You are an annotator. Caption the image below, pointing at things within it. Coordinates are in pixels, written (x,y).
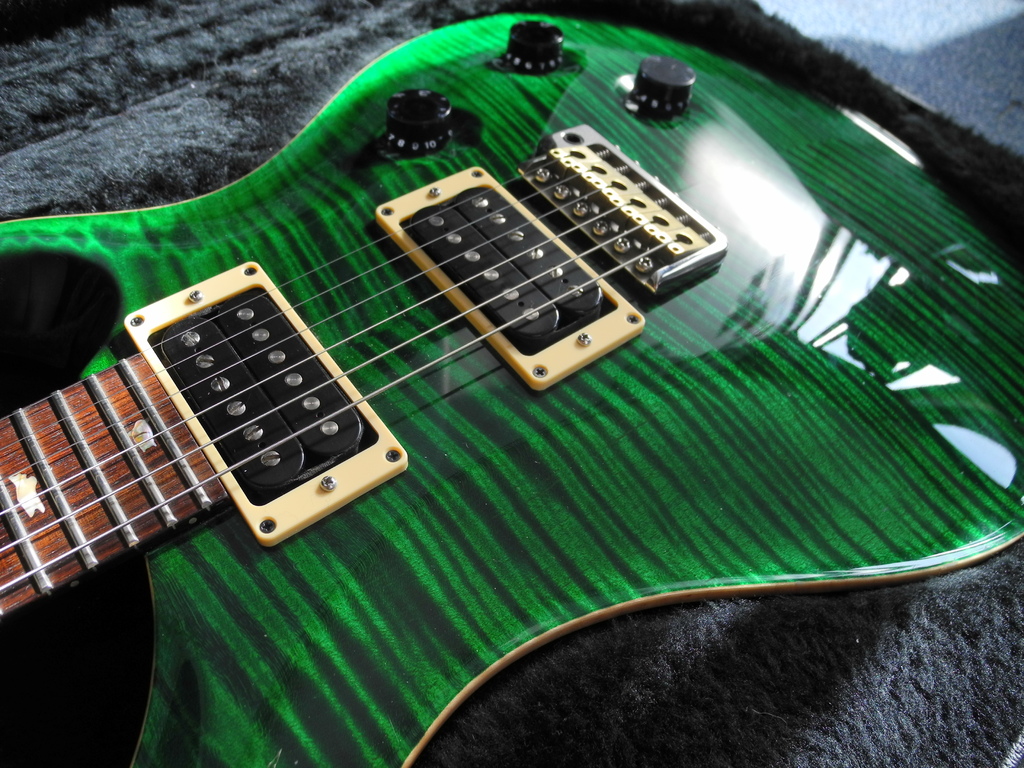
In the image there is a guitar (565,417) which is in green color and it is also having strings (463,314), it is placed on a mat (185,152).
